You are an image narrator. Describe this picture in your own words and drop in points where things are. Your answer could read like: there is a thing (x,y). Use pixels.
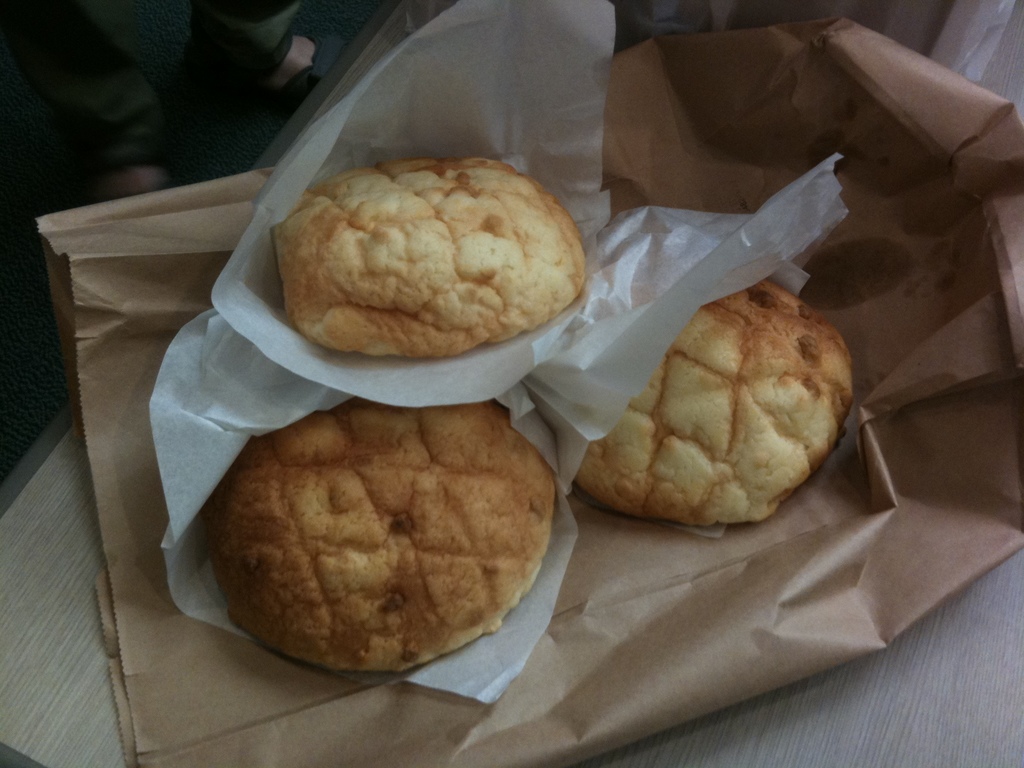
In this image we can see food items (635,472) and tissue (242,409) on the brown cover (159,238). In the background of the image (35,639) there is a surface (79,738). On the left side (294,42) top of the image (78,78) there are person's legs (255,25).
